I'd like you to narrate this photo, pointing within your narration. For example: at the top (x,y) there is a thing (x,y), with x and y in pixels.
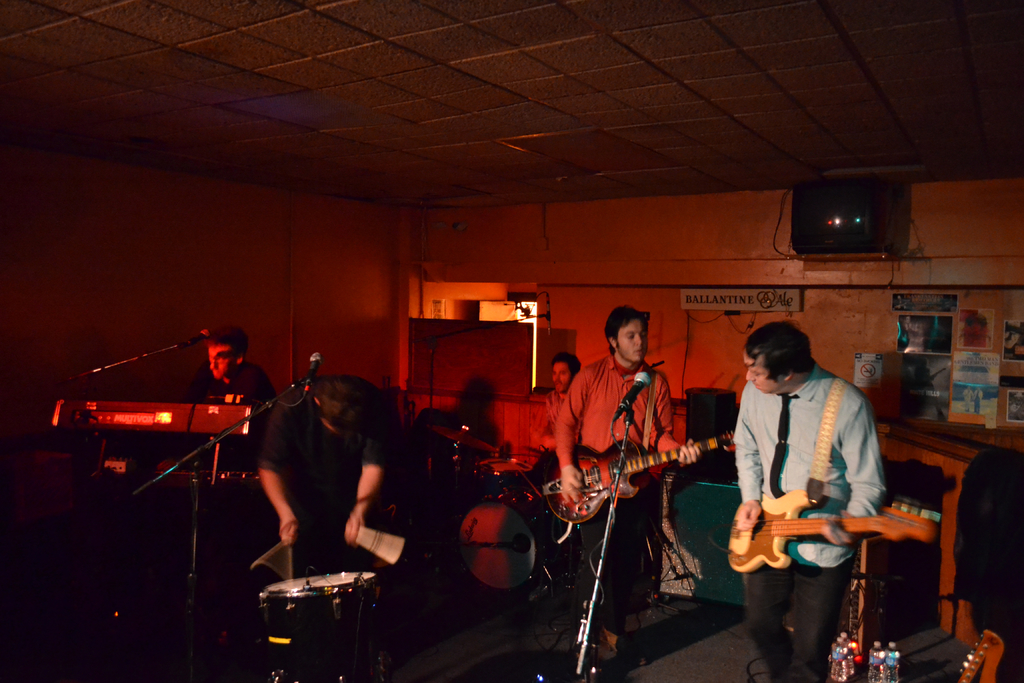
The image is inside the room (440,509). In the image there are five people (321,408) playing their musical instruments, on right side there is a red color shirt man (656,438) holding a guitar (590,484) and playing it in front of a microphone (643,382) and we can also see table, shelf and a wall (858,299), television (839,191) and roof (720,57) is on top (562,35).
